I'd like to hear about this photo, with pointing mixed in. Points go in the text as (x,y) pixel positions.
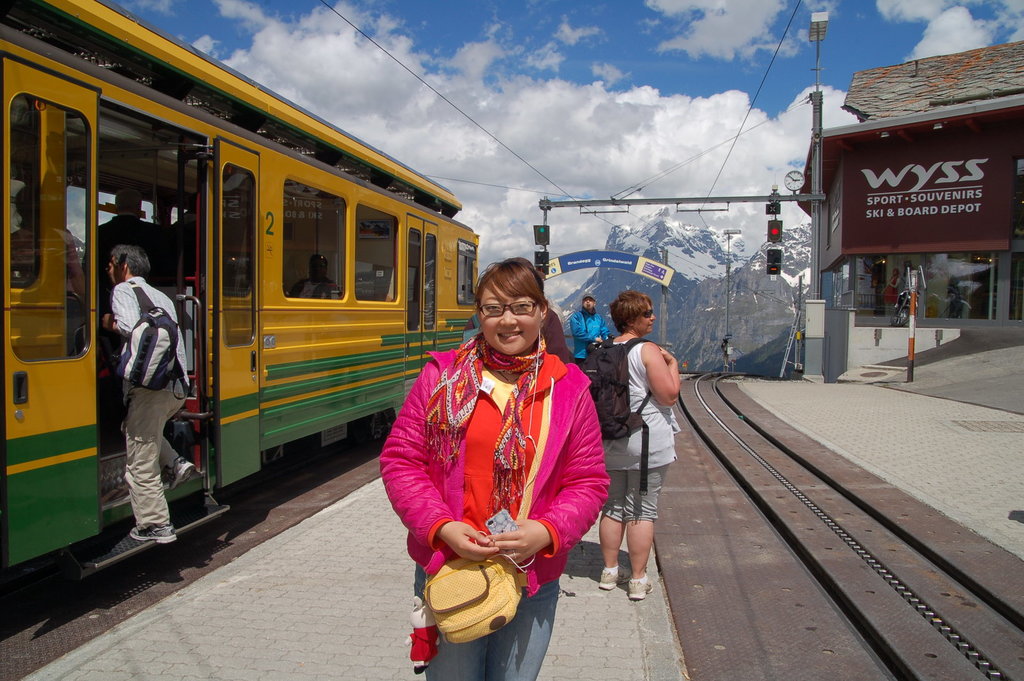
In this picture I can observe a woman (450,475) standing. On the left side (326,312) I can observe a train (70,221). In the background (566,108) there are some clouds (505,88) in the sky (549,96).
